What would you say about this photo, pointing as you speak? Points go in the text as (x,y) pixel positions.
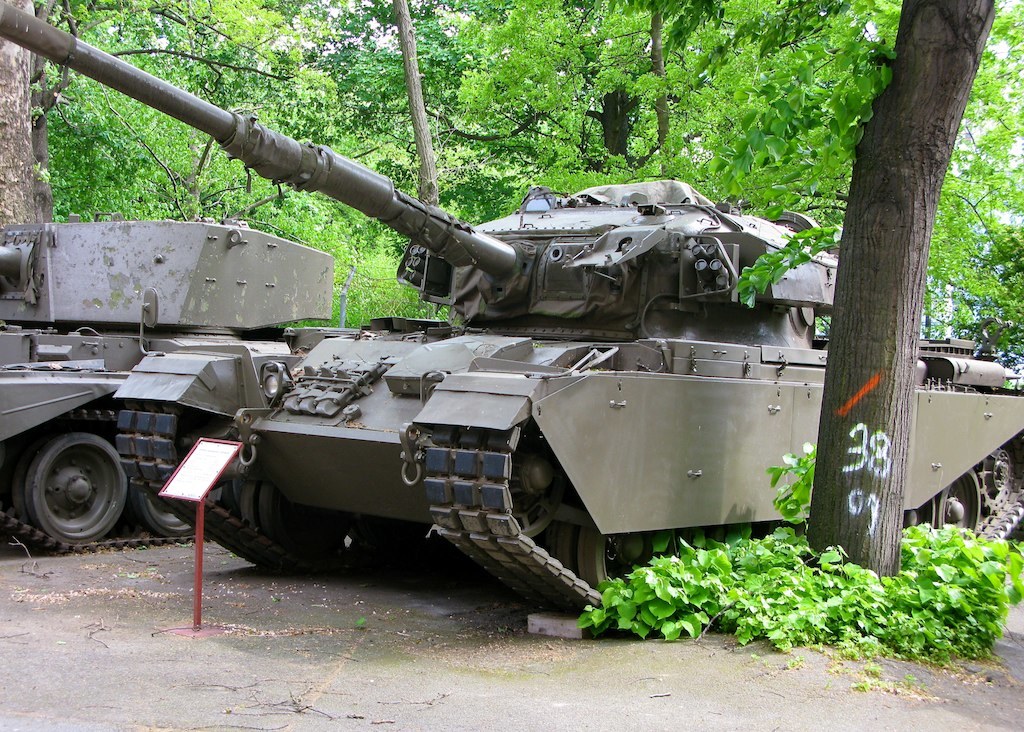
In this image we can see two vehicles (463,426) on the pavement (654,696). In the background (127,163), we can see trees (871,158) and the sky (388,25). We can see a board (199,477) on the left side of the image (201,566). We can see some plants (885,613) on the right side of the image (989,581).
